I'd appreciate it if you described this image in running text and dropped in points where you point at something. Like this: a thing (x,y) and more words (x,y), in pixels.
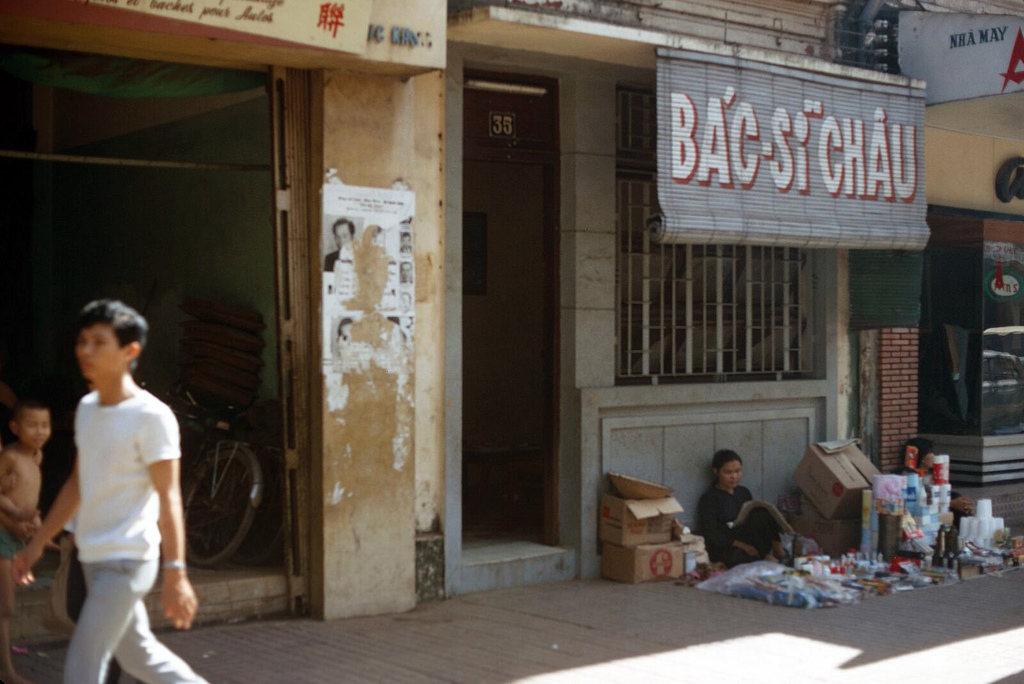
In this image I can see there is a building (466,209) and there are boards (780,185) attached to it. And in front of the building (650,346) there is a sidewalk (647,608). And there are persons (167,491). And there is a glass (962,265). And there is a person (776,549) sitting on the ground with some items (907,562) like cups (986,538), Bottles (953,545), Cover (798,581), Boxes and few objects (835,587). And there is a bicycle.
